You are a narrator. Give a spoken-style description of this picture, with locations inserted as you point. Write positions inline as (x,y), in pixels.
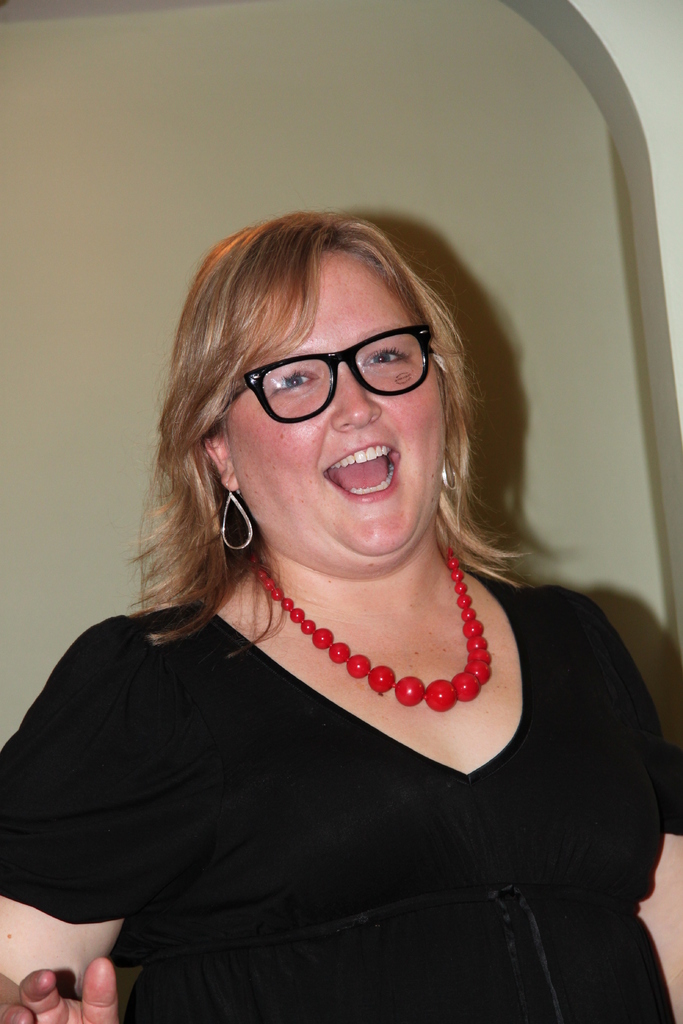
In the foreground of this image (203,327), there is a woman (269,935) in black dress (271,940) with open mouth (384,481). In the background (423,164) there is a wall (367,122).
